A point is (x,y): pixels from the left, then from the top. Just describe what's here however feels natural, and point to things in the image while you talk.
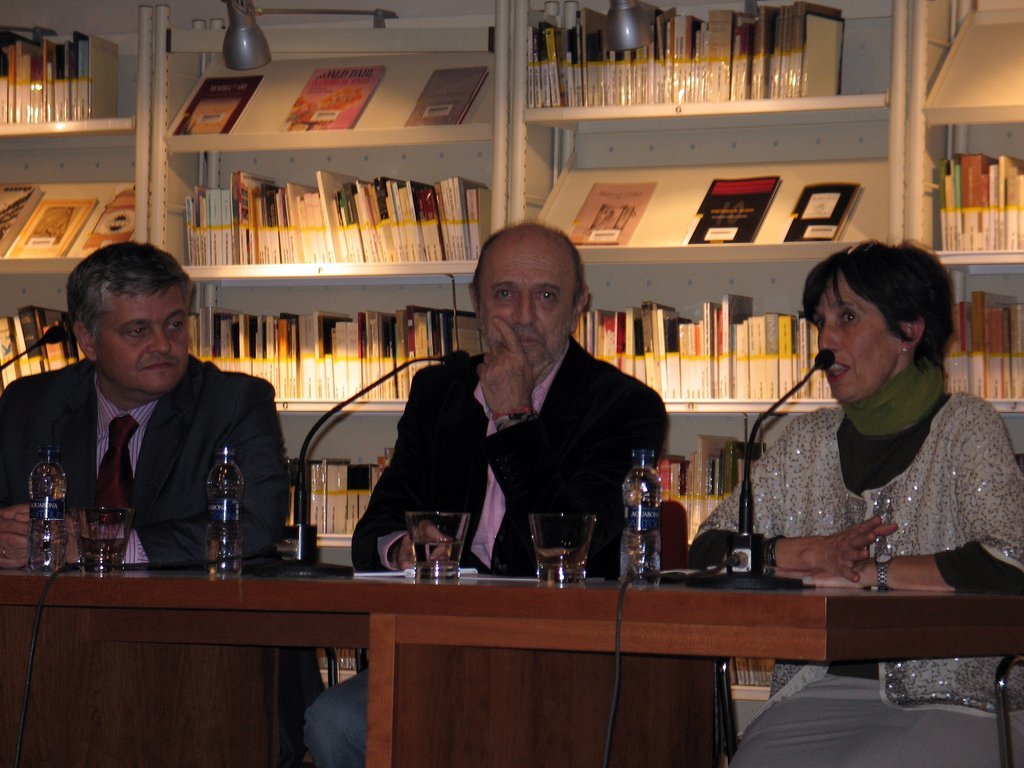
In this image we can see three persons (559,388) sitting. There is a table (252,592) with glasses (572,532), bottles (630,532), mics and some other things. In the back (394,247) there is a cupboard (407,163) with racks (395,150). In that there are books (355,189). Also there are lights (262,42).
